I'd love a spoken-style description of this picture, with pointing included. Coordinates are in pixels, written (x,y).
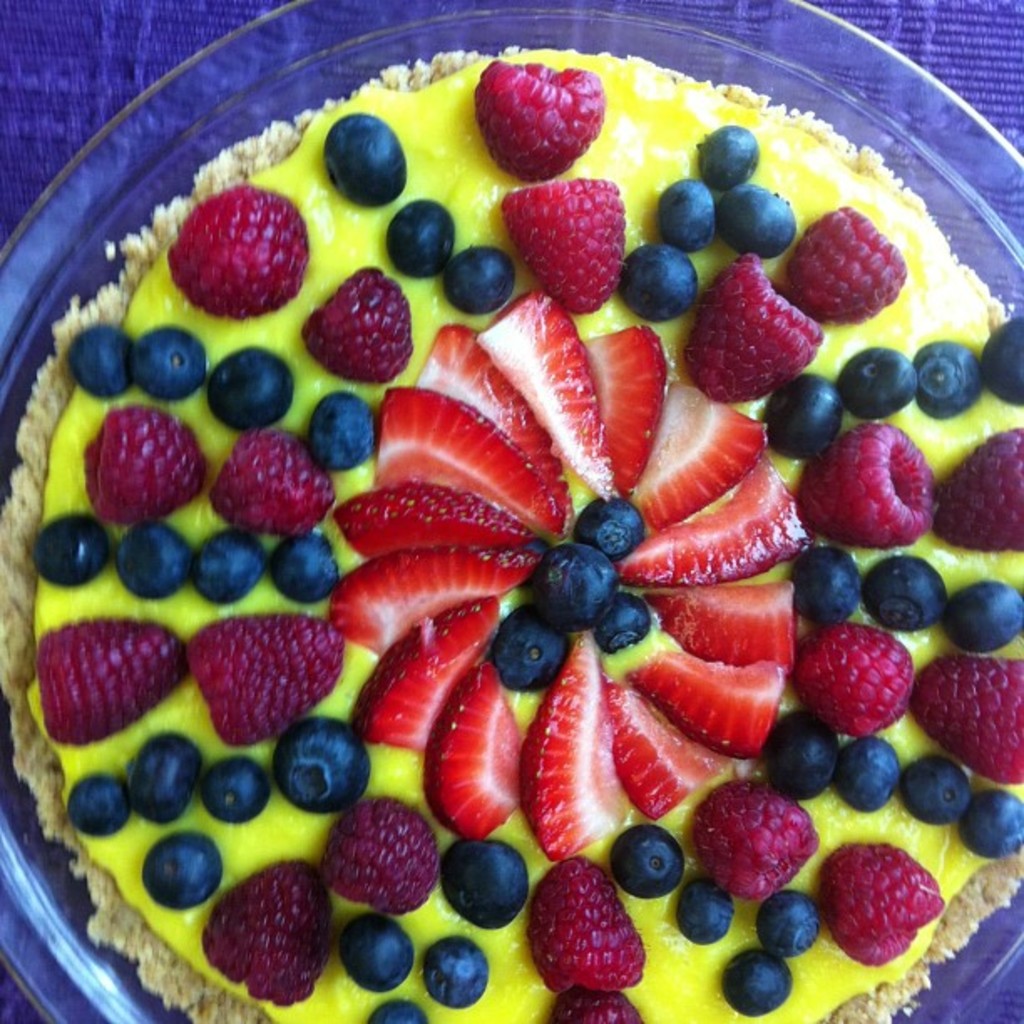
In the image there is a bowl (728,53) with fruit custard (193,253) in it, it contains strawberries (459,514), blueberries (148,542) and raspberries (525,160).
